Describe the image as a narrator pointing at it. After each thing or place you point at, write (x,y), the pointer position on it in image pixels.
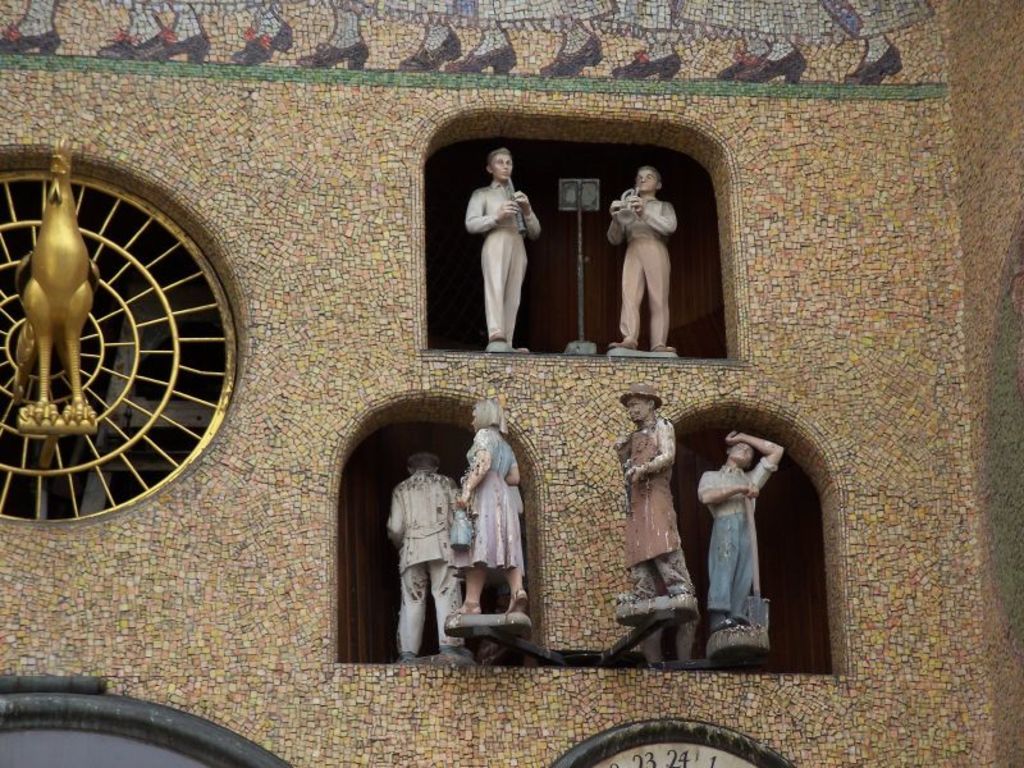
In this image we can see sculptures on the wall (565,353) and some other objects (199,734).
